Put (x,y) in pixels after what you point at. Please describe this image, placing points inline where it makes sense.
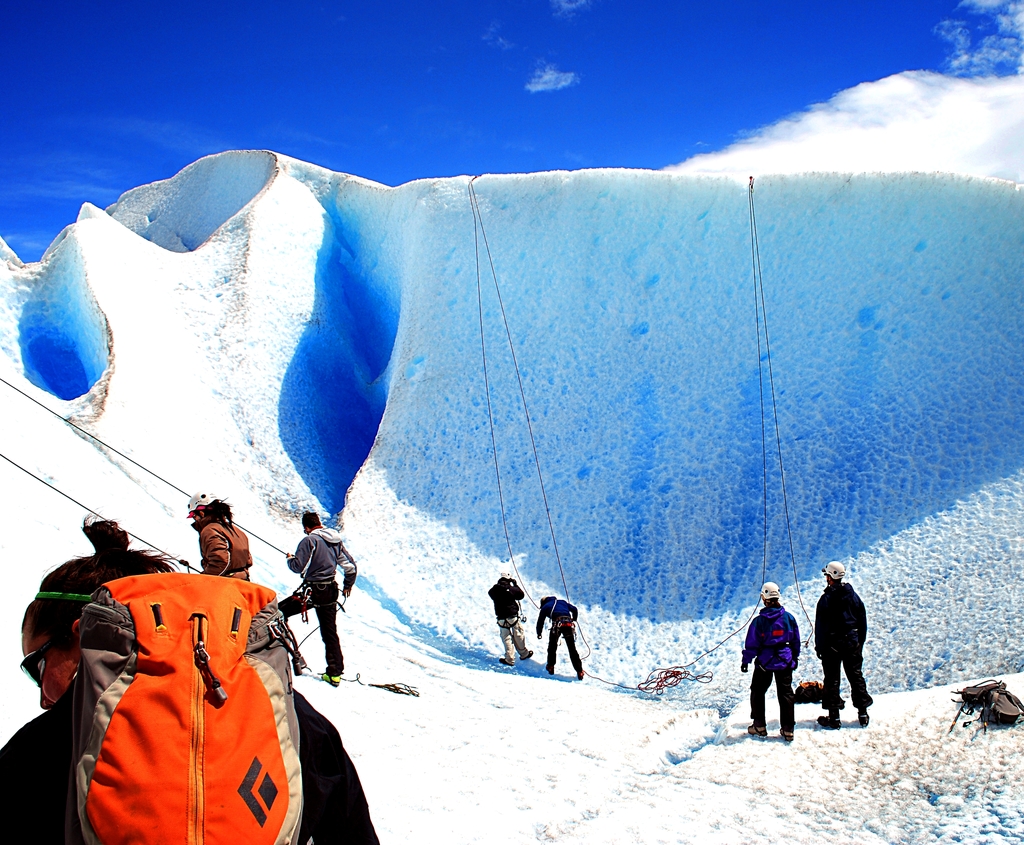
In the picture, there are group of people (562,617) getting ready for hiking. The area (243,312) is covered with a lot of snow (643,294) and in the background (550,120) there is a sky (667,90).
